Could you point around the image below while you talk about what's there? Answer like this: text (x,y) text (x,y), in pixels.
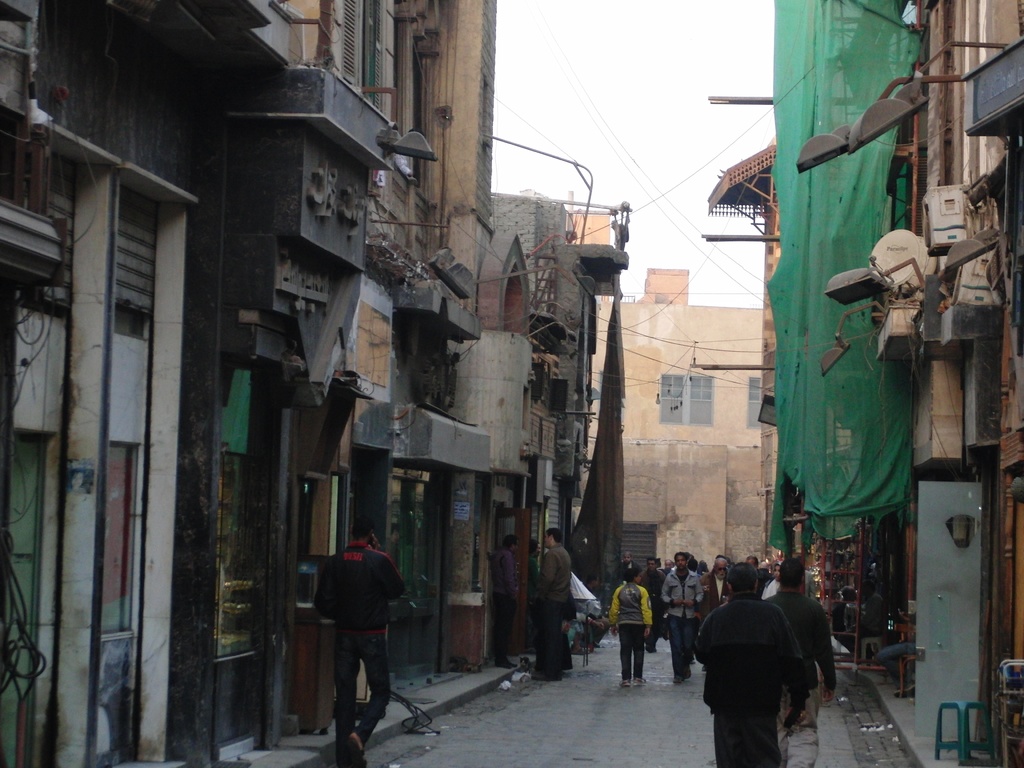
As we can see in the image there is a sky (674,73), building (418,59), a green color cloth (813,435), few people (709,596) standing and walking on road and in the middle (680,358) there is a orange color building (651,389) and there are two windows (711,409).
